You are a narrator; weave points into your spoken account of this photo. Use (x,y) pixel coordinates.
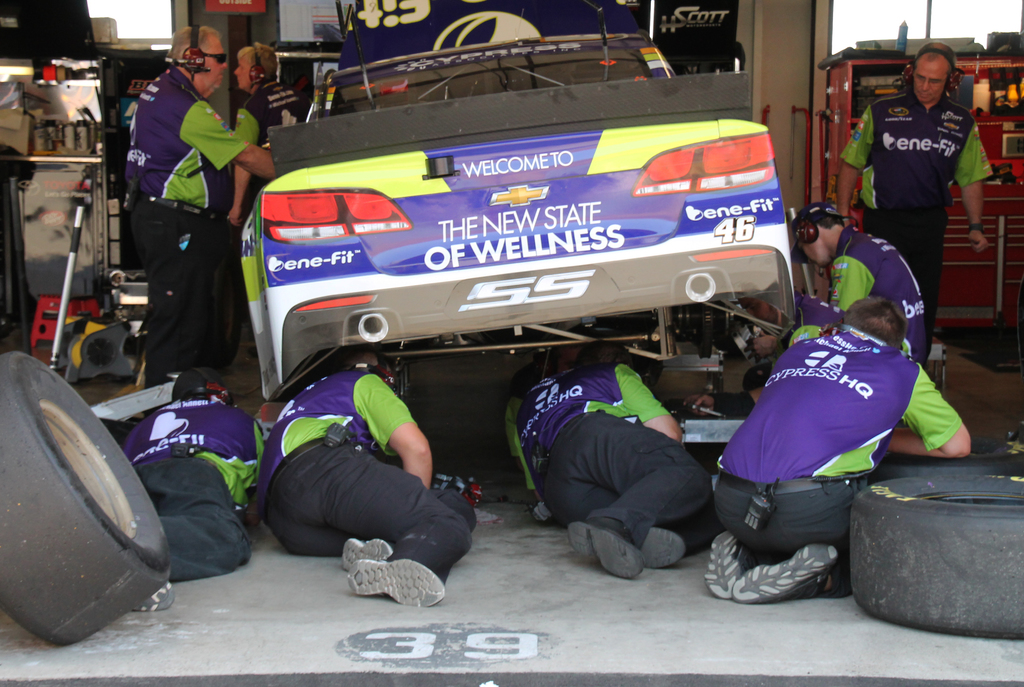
In this image there are people (587,493), lying on floor (490,396) and working in the background (926,67) there is a car (608,167), three persons (221,180), tires (27,431) and instruments (902,59).
